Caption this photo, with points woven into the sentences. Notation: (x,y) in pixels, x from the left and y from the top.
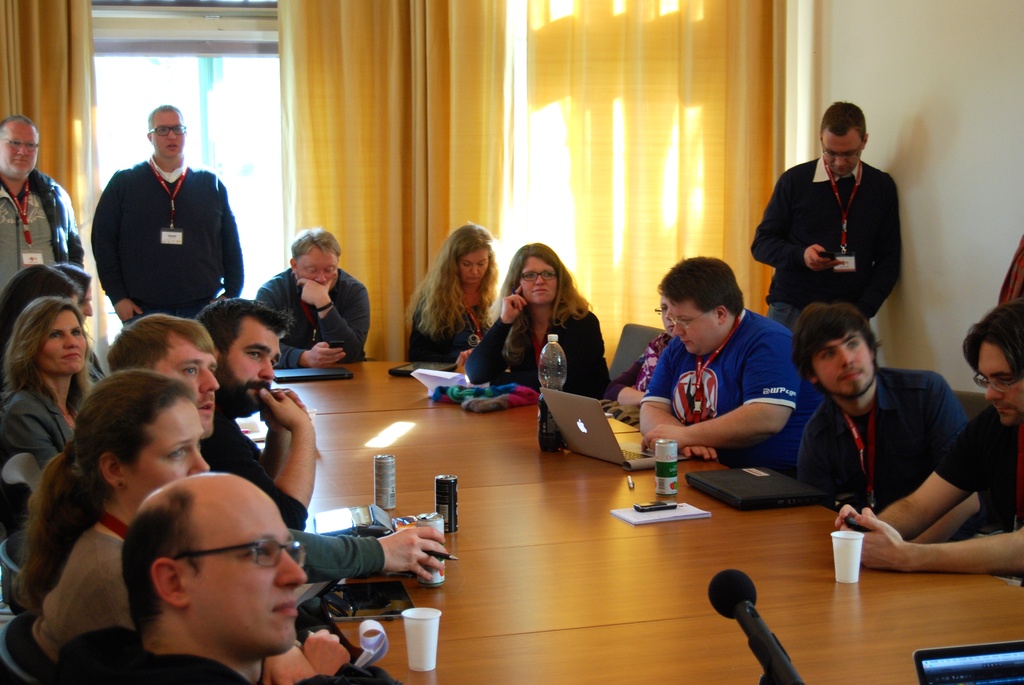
In this picture I can observe some people (212,399) sitting in the chairs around the table (485,451). I can observe laptops (568,414), glasses (409,631) and tins (386,500) on the table (434,480). There are men (290,320) and women (575,335) in this picture. In the background (52,84) I can observe cream color curtains (461,117).
